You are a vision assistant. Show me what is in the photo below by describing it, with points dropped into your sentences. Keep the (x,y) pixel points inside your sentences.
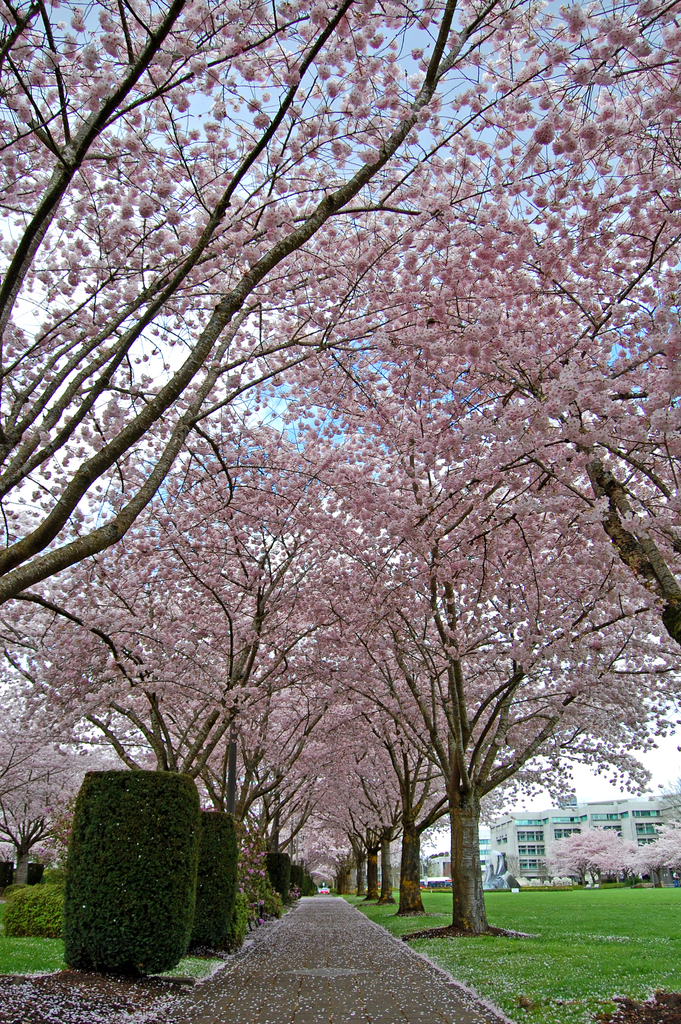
In the center of the image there is a road (322,976). On both right and left side of the image (216,959) there is grass (534,936) on the surface (601,932). There are plants (182,834), trees (356,778). In the background of the image (509,790) there are buildings (640,822) and sky (592,785).
